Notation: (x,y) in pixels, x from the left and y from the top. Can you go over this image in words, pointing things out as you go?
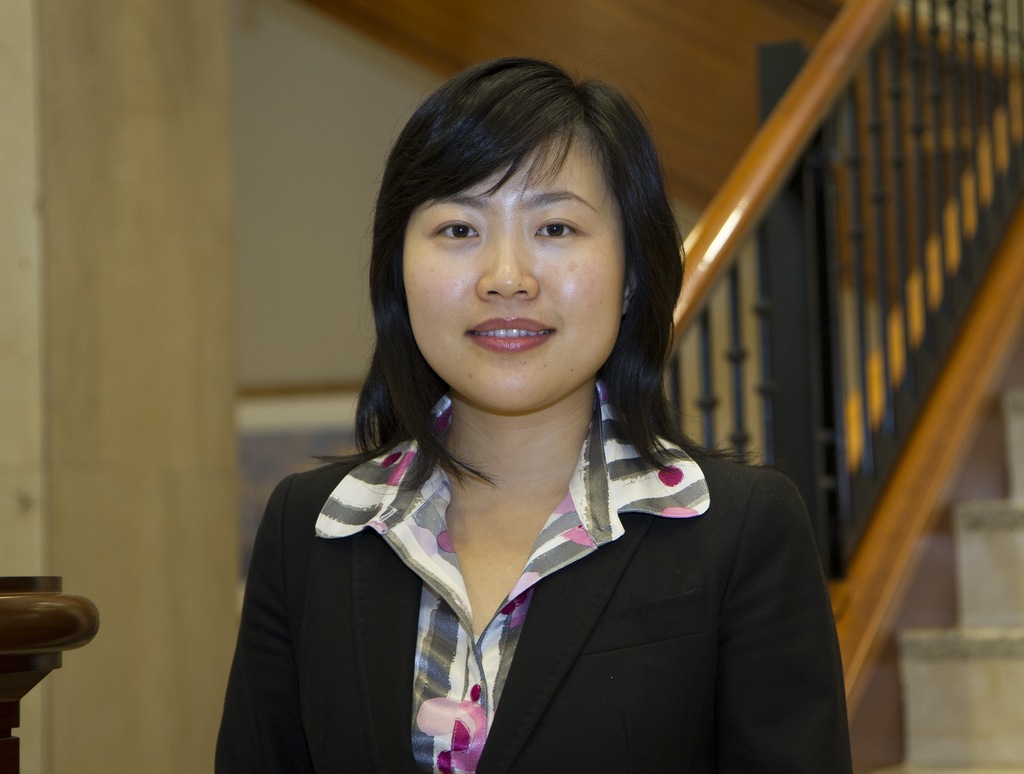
In this picture I can see a woman (496,534) in the middle (494,456), she is wearing a coat (535,666). On the right side (738,316) I can see the staircase (956,553).
